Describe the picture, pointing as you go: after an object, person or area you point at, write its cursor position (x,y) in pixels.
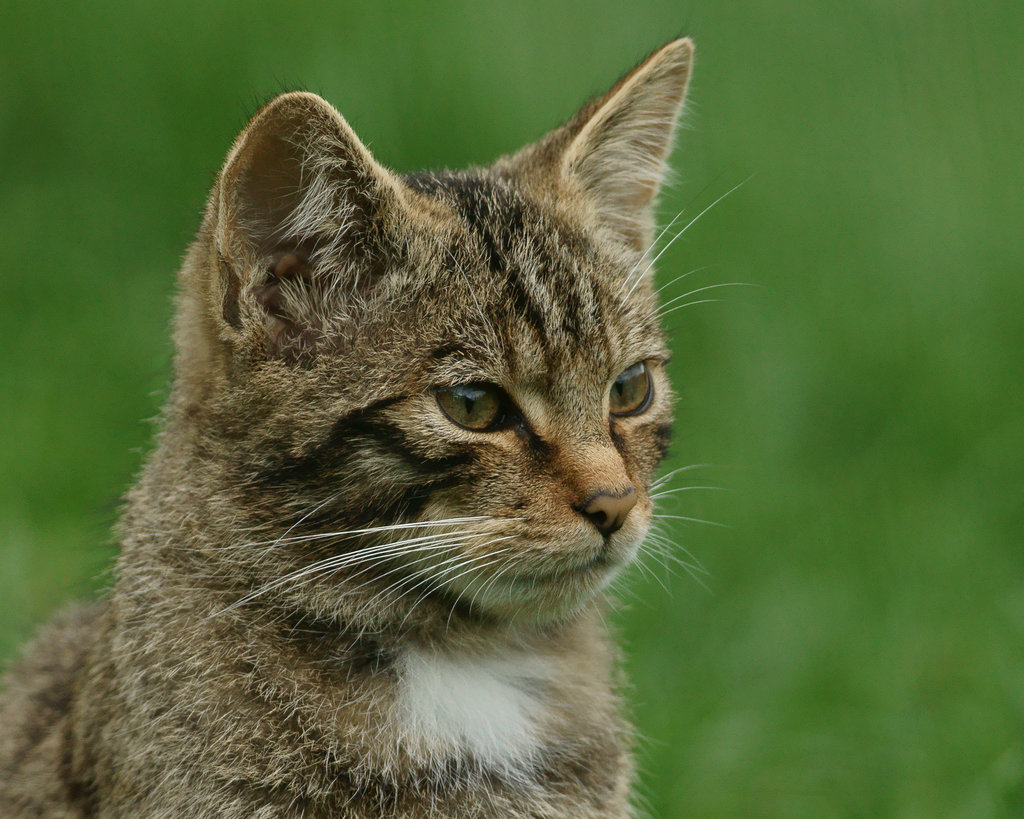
In this picture, we see a cat (501,460). It is looking at something. In the background (803,390), it is green in color. This picture is blurred in the background (84,412).
